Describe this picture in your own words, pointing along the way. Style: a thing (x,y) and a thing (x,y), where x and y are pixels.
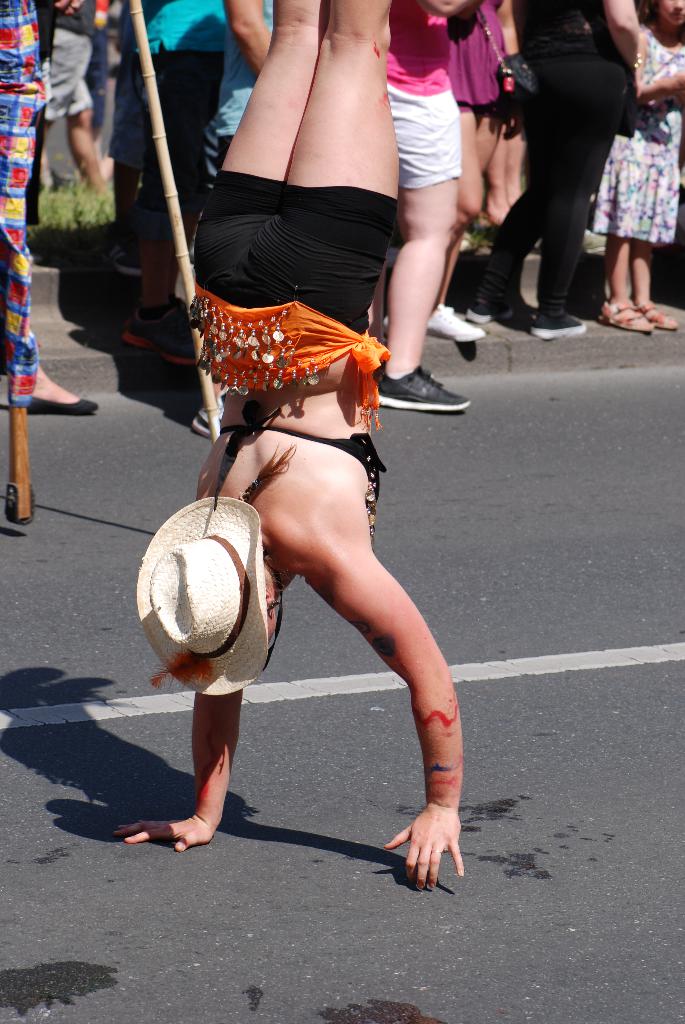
There is a person (300,160) in black color short (358,249), wearing a cap (244,518) and walking on the hands (435,808) on the road (531,822) on which, there is a shadow (83,761) of this person (383,590) and there is a white color line (656,650). In the background (670,70), there are persons (64,52) and there's grass (97,223) on the ground (105,229).
